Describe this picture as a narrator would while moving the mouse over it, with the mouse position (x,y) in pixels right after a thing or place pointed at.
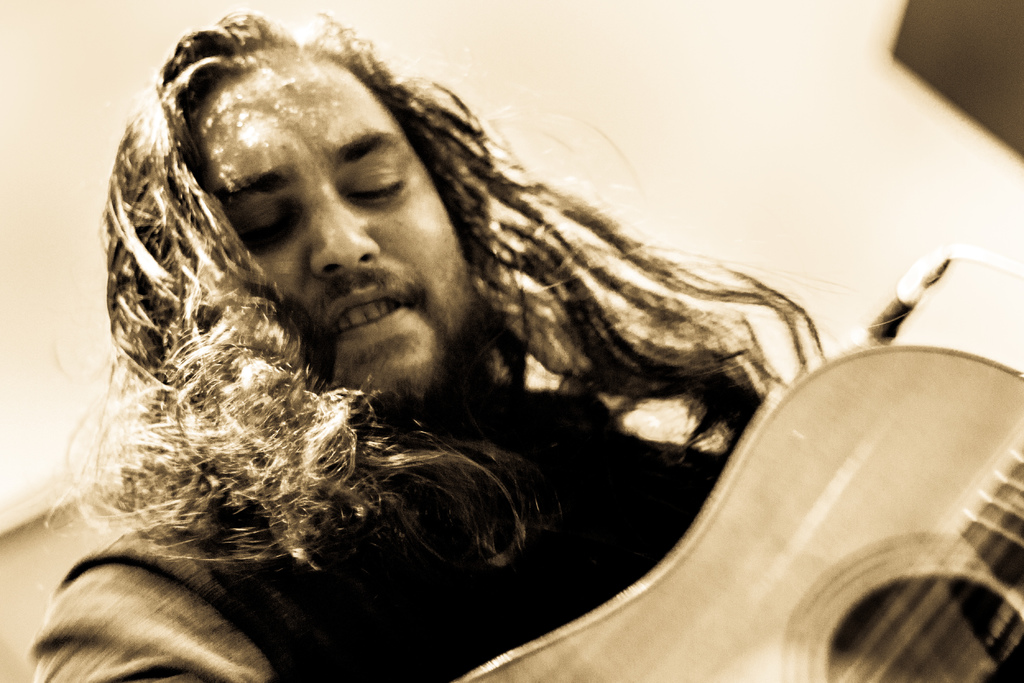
a person (383,442) is holding a guitar (844,448), is having a long hair (670,342). behind him there is a microphone (894,328).
